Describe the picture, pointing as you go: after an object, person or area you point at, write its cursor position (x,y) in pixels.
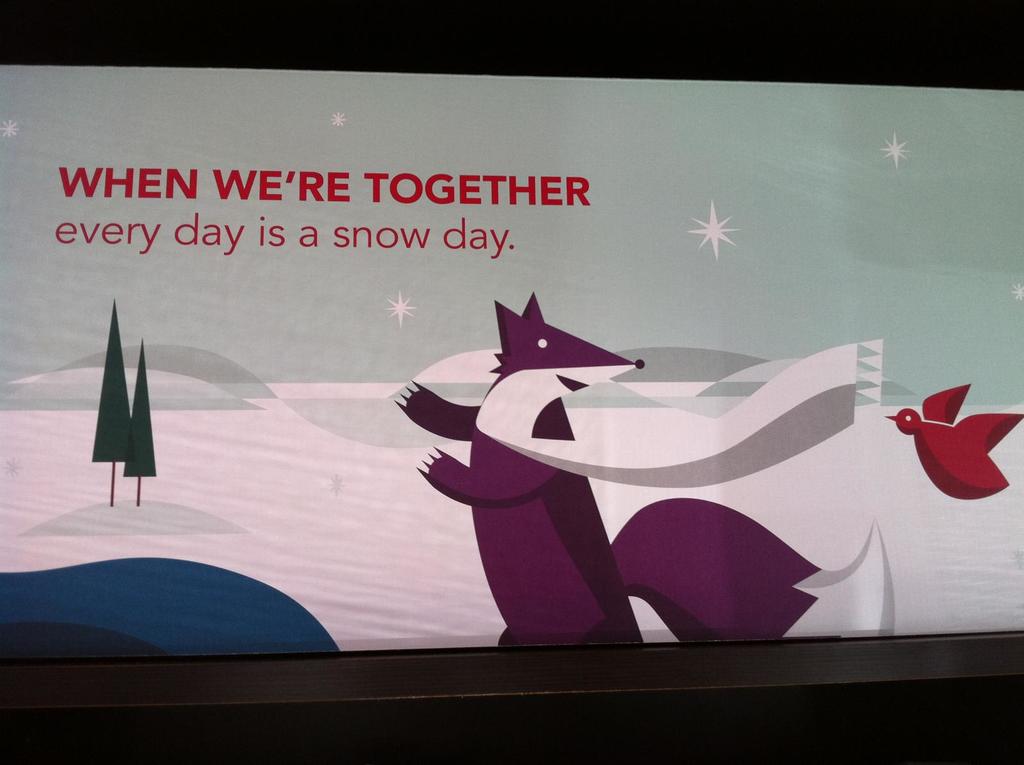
In this image I can see a cartoon (557,508) which is in purple color and bird (954,434) which is in red color. I can see trees (139,408) and background (297,295) is in white and blue color.
